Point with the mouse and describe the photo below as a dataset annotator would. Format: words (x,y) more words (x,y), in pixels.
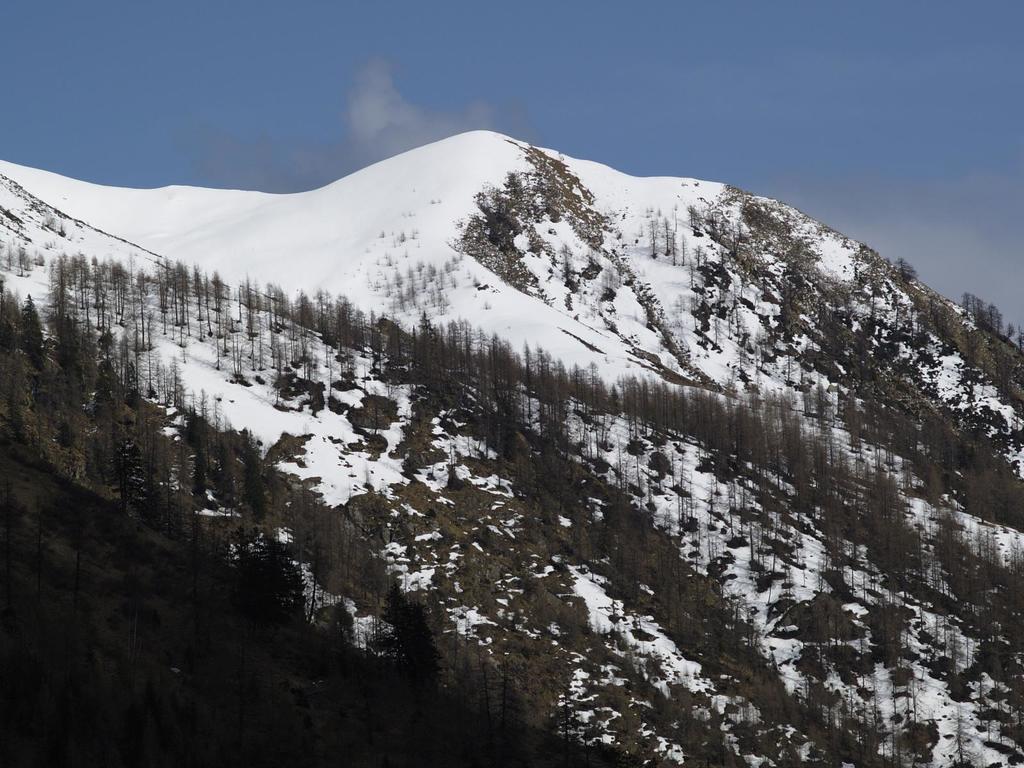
This is an outside view. Here I can see some trees (108,411), rocks (447,528) and snow (430,230) on a hill (492,262). On the top of the image (363,74) I can see the sky (264,36) in blue color.
